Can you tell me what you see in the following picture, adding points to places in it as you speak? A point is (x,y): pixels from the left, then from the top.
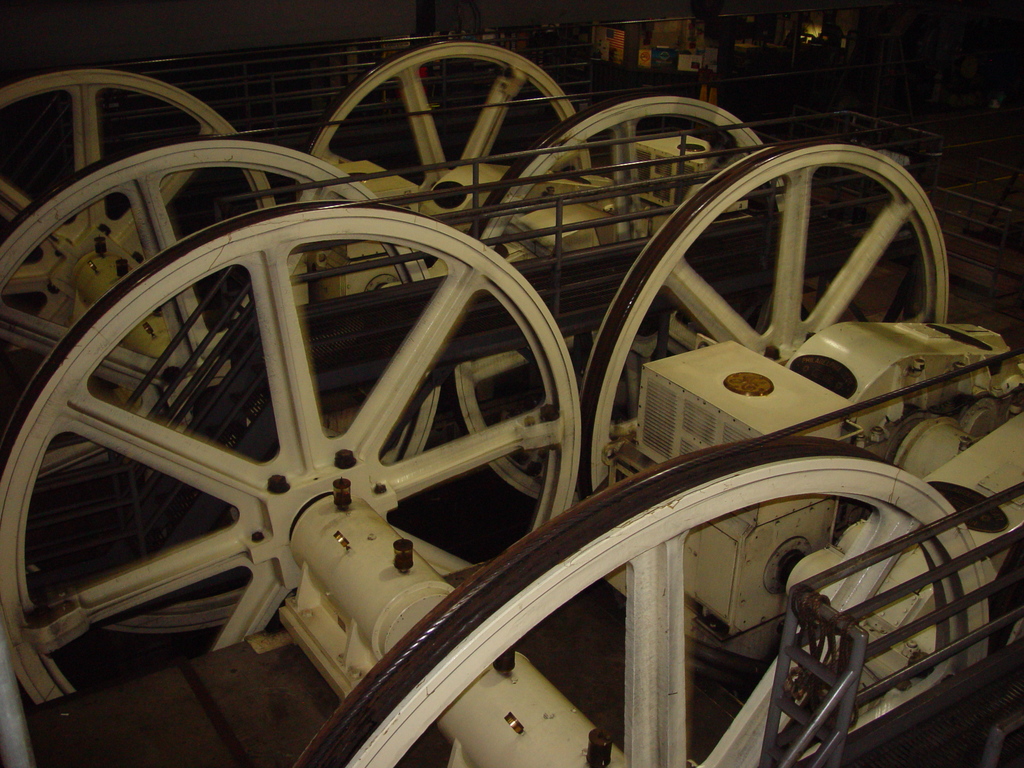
In this picture we can see few machines (513,556).
